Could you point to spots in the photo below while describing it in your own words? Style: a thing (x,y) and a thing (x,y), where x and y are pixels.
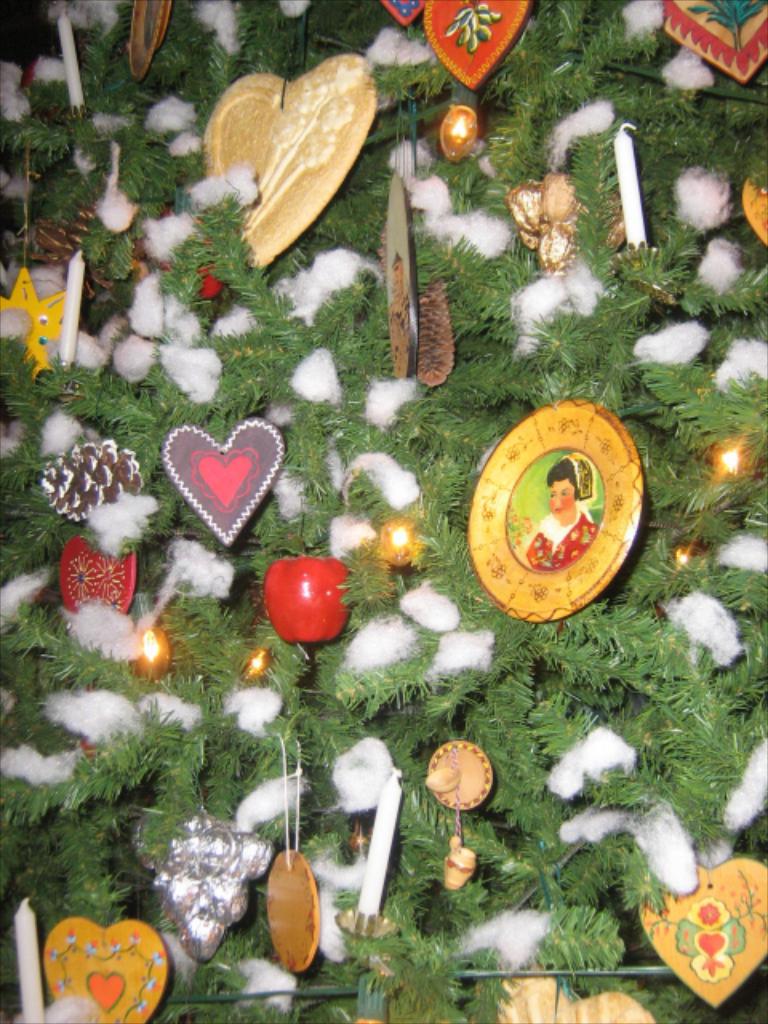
This looks like a Christmas tree (432,541). It is decorated with so many things (281,930). There is cotton (55,434) in this image.
